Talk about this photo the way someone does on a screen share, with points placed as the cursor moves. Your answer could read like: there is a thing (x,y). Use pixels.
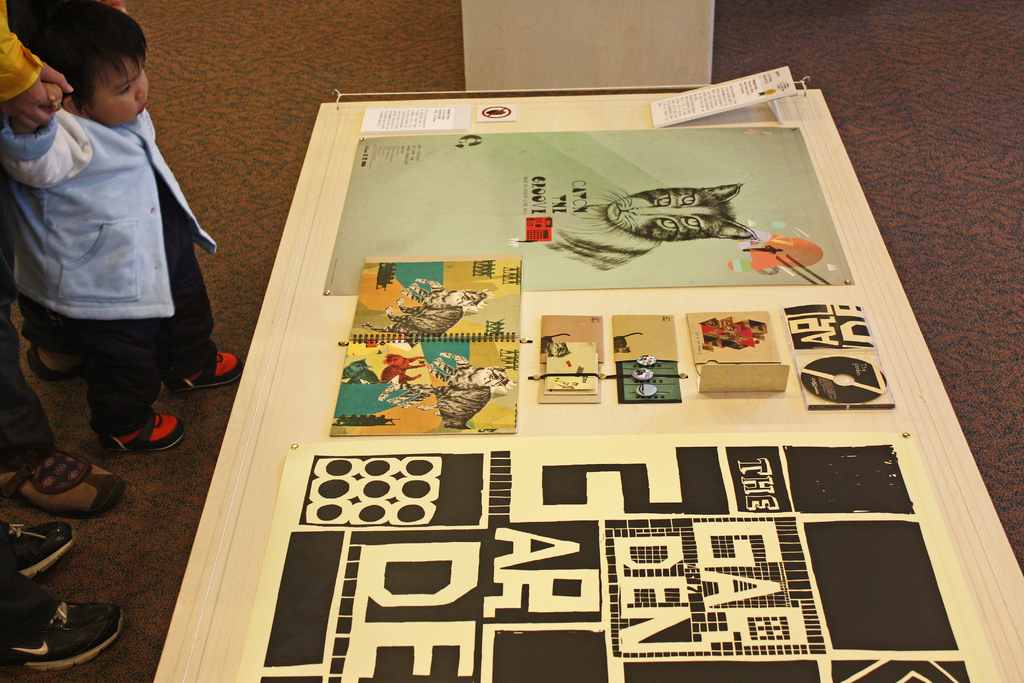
In the center (609,255) we can see table (541,434), on table (524,434) there is a book (440,314), box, Cd (822,334), paper (611,546) on paper (743,585) it is written as "The Garden". On the left (101,58) we can see three persons (55,185) were standing. In the background (606,26) we can see wood stand (612,42).
